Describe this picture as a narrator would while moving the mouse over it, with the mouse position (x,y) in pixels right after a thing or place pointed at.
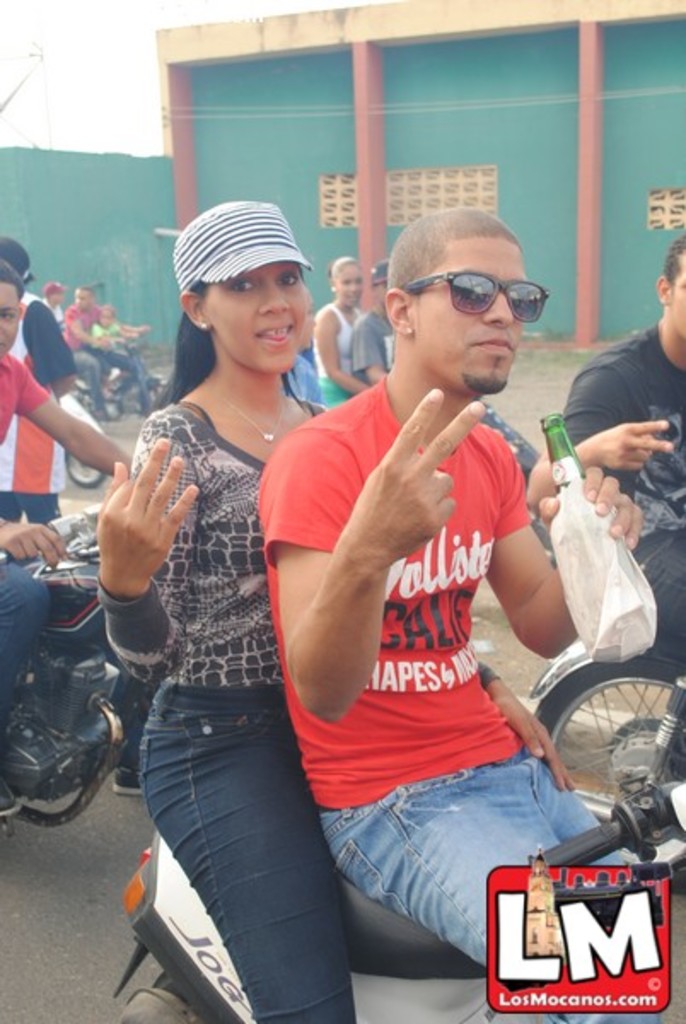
In the image there is man (474,577) with beer bottle (600,559) in his hand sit on bike (369,962) and behind him there is a girl (258,620) and over the back there many bikes (67,624) with humans (649,564) on it, over the background (626,133) there is a wall (348,169).
